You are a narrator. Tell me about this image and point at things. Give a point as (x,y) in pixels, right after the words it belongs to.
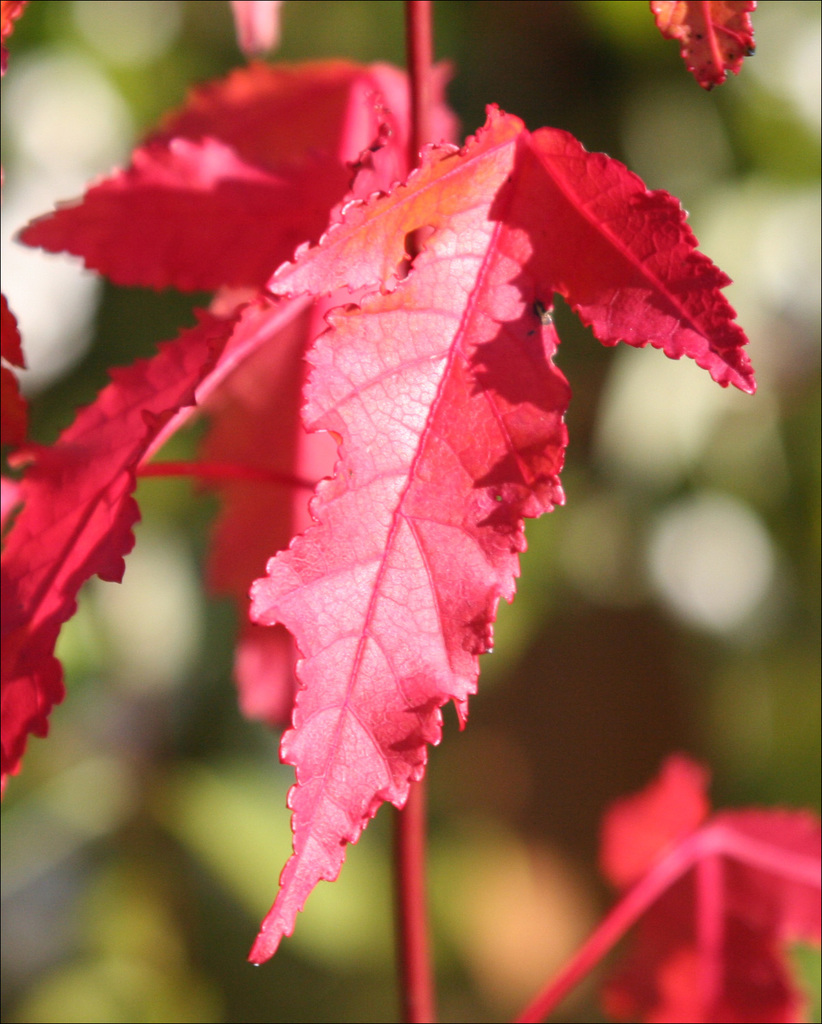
In this image there are red color leaves (8,773). The picture is blurry. I think, there are trees (551,653) in the background (563,599).
